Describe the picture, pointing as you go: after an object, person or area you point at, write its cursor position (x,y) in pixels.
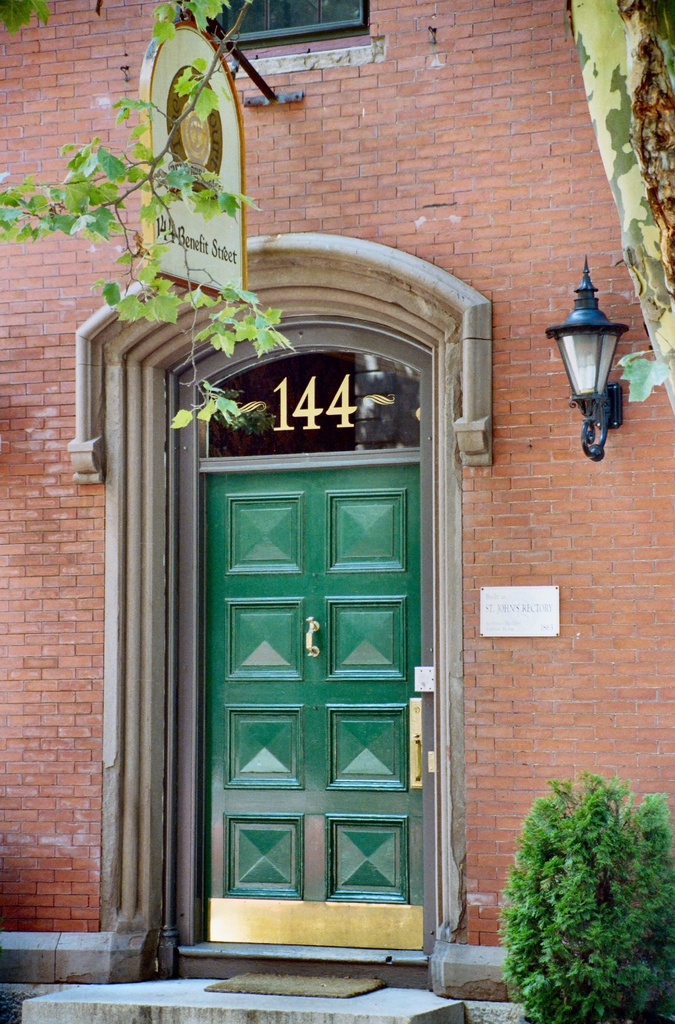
In this image I can see the door (332,782) in green color and I can also see few plants (567,900) in green color. In the background (581,390) I can see the light (581,399) and the board (200,146) attached to the pole (278,94) and I can also see the building (437,153) in brown color.
